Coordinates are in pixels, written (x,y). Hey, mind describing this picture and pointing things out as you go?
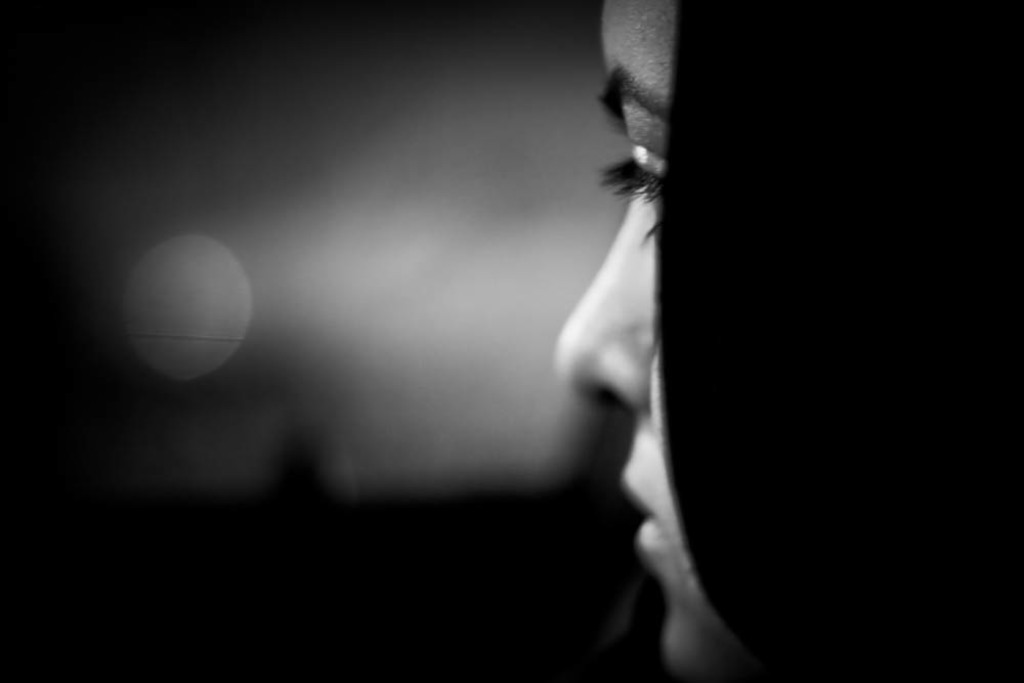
This is black and white picture of a girl (694,456).
